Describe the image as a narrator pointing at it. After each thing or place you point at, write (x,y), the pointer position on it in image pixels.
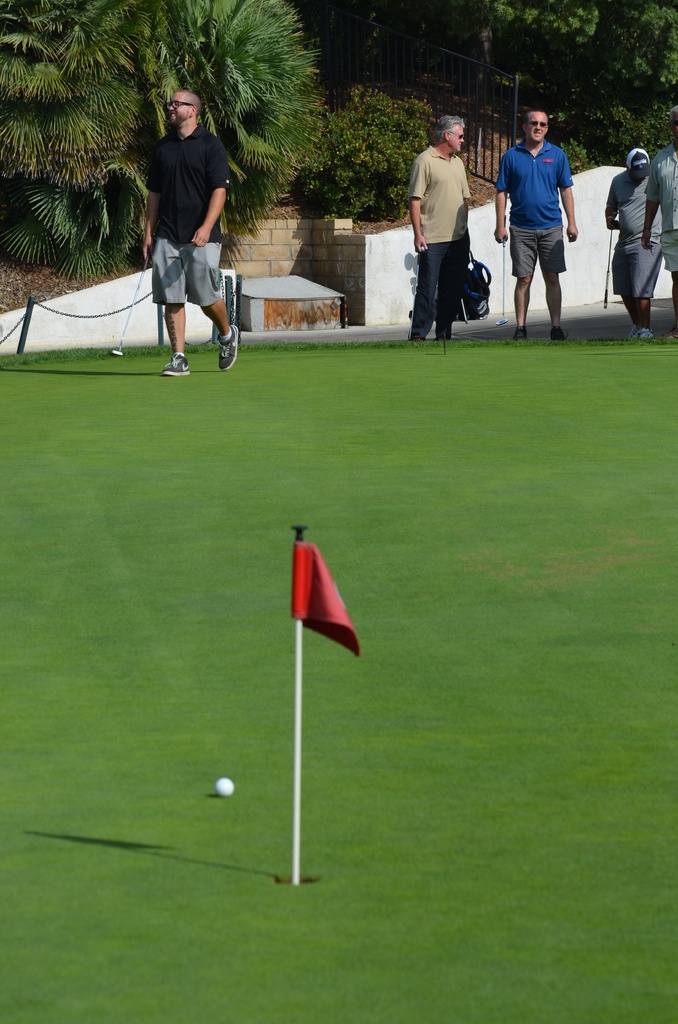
In this picture we can see a flag (329,610) on a pole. This pole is in a hole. There is a ball (222,786) on the grass (208,778). We can see a few people (630,305) and some trees (652,83) on the background (462,216).
